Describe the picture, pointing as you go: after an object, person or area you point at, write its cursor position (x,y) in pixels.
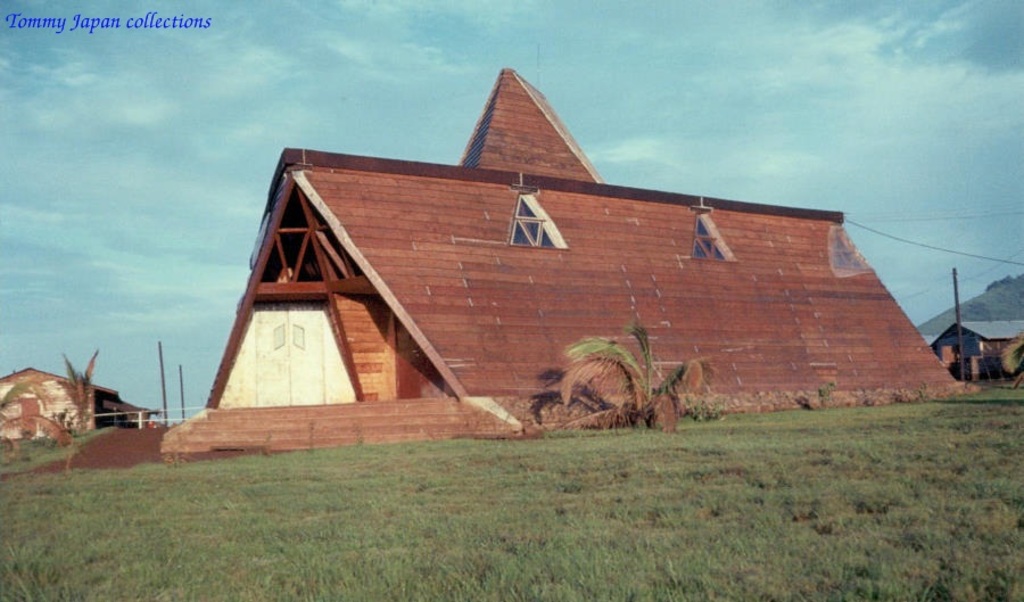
In the image we can see a wood house (742,334), stairs (276,424), grass (577,493), plant (649,363), electric pole (960,321), electric wires (910,242), watermark (53,21) and a cloudy sky (695,118).
